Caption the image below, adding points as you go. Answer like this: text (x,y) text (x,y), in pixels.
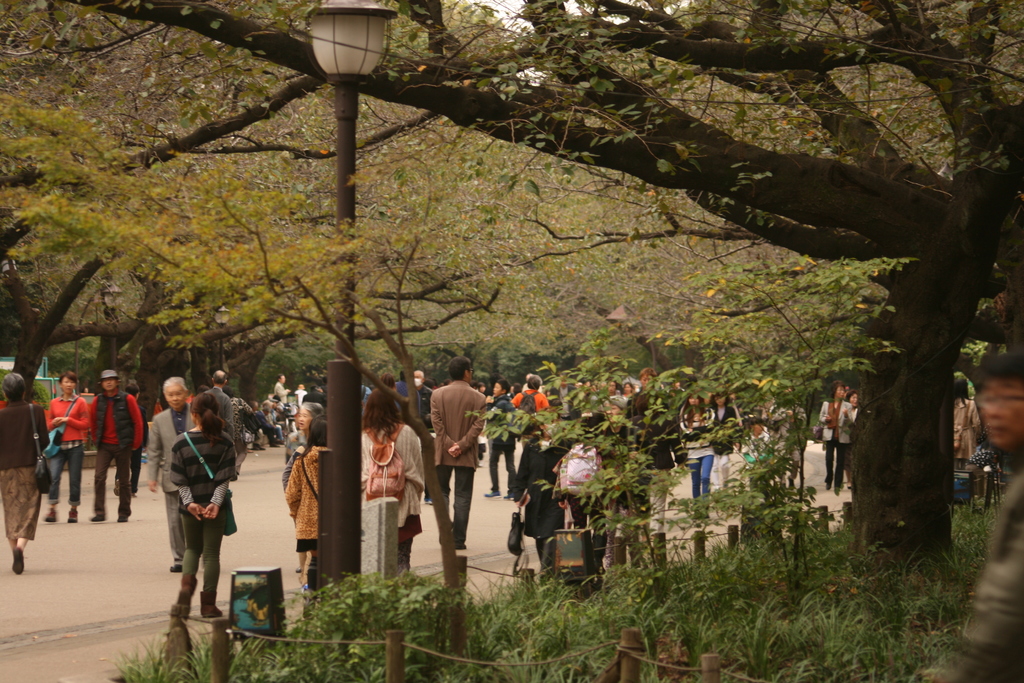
In this image in the front (349,605) there is a fence (274,638) and there are plants (423,625) and there is a pole (332,413). In the background (316,425) there are persons (180,445) standing and walking and there are trees (600,358).
